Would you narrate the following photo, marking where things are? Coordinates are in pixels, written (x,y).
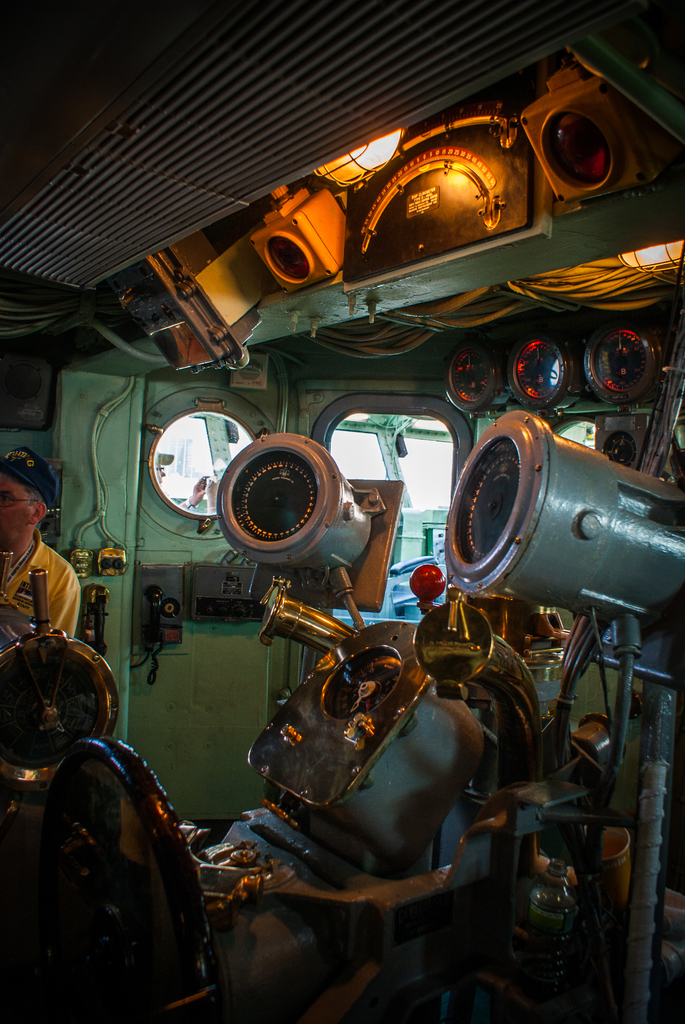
This is the inside view of the ship (353,835) where we can see steering (73,778) and so many things (533,366). Left of the image (11,526) one person (17,544) is standing, he is wearing a yellow color t-shirt (60,589).
